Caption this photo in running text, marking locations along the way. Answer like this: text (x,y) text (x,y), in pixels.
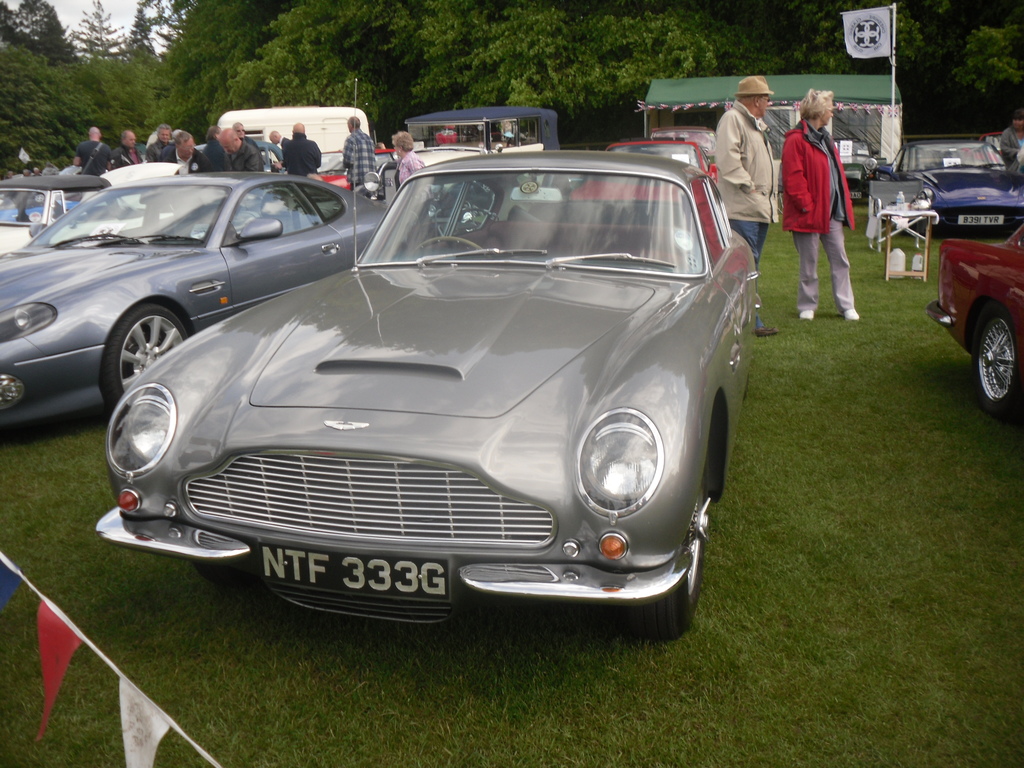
In this image there are few cars (664,399) and vehicles (600,337) are on the grass land (752,576). Few persons (737,188) are standing on the grassland (784,245). A person (777,204) wearing a jacket (758,185) is having a cap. Beside him there is a person (810,188) wearing a red jacket (788,198). There is a table (891,218) having bottle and few objects (890,213) on it. There is a tent (891,140). Before it there is a flag (883,22) attached to a pole (893,40). Background (934,85) there are few trees (381,92). Left bottom few flags (44,640) are attached to a rope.
